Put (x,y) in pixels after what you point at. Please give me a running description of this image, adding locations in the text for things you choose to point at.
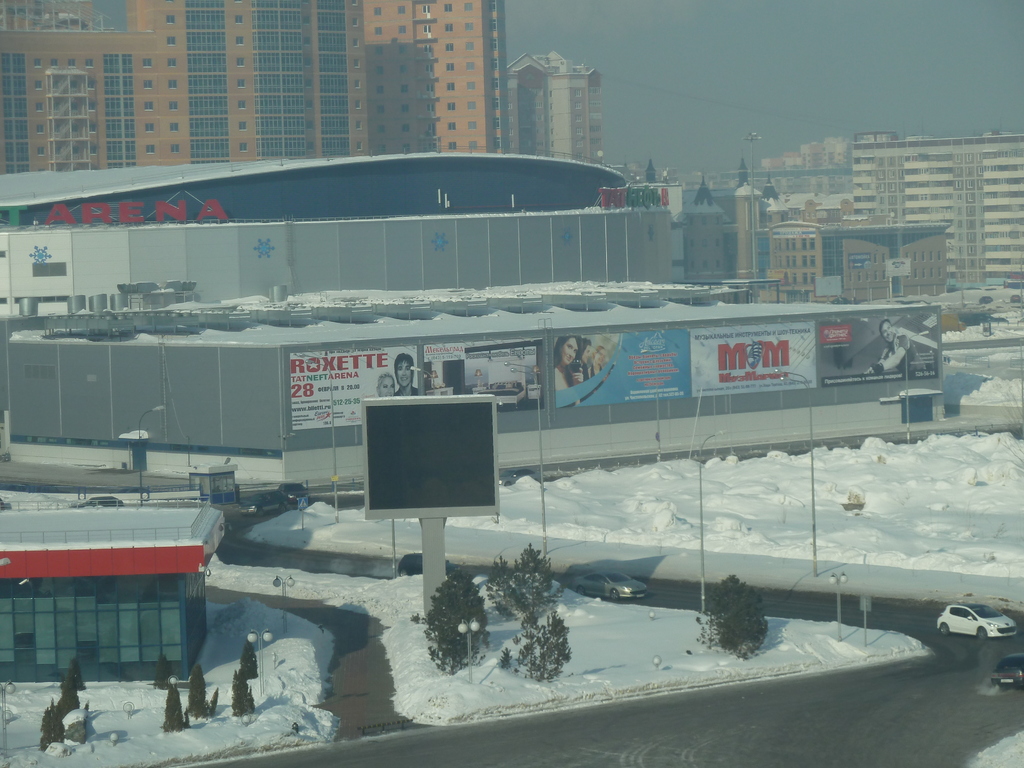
In this image I can see buildings (684,282), the sky (698,81) in the middle (350,319), in front of them I can see snow (961,461) visible on the floor (301,680), on the floor (669,691) I can see plants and poles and I can see a road (947,638) visible at the bottom (906,711), on the road (892,716) I can see vehicles (989,607) visible.
